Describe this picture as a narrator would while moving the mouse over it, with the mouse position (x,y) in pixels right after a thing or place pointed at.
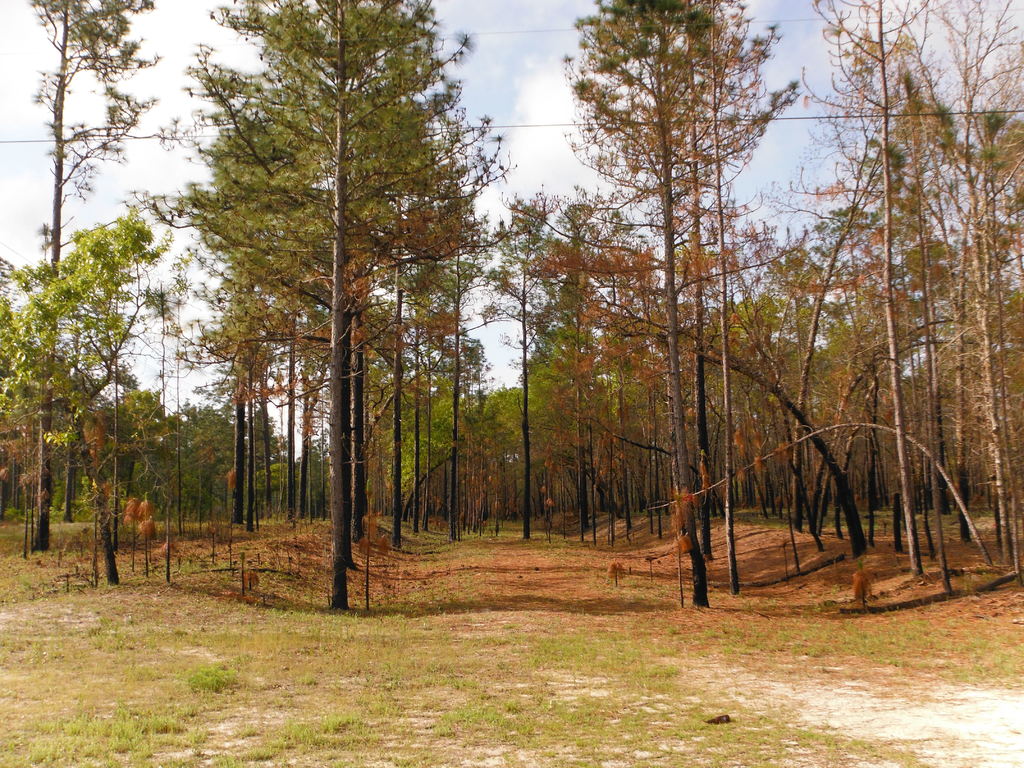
In this image we can see a group of trees (767,361), grass (759,623), wires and the sky (517,181) which looks cloudy.
